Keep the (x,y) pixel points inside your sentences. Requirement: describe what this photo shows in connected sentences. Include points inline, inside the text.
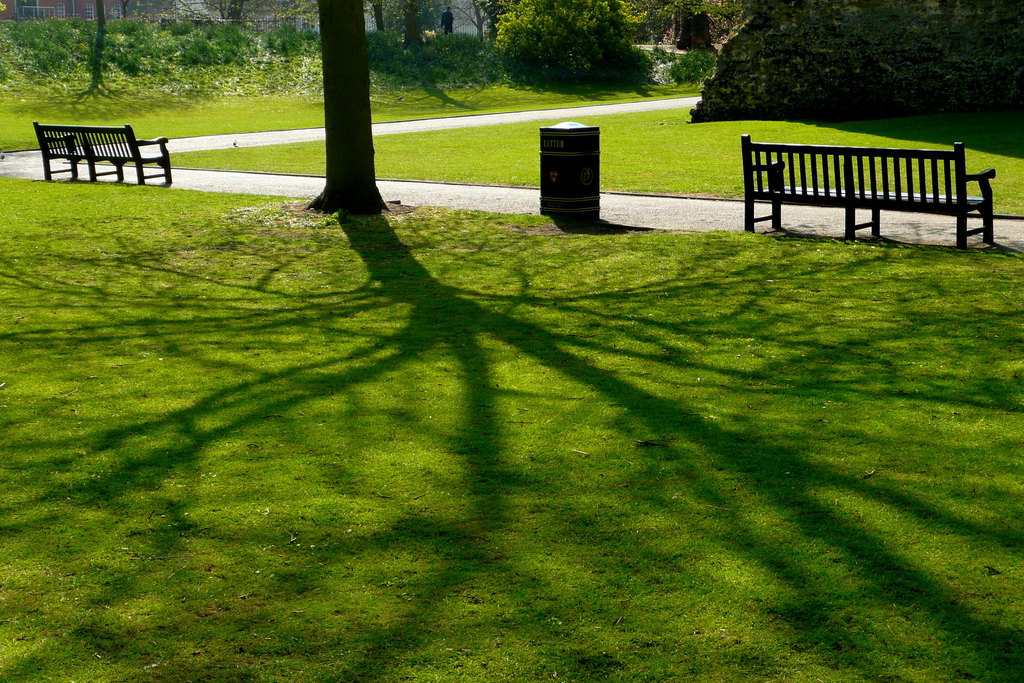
We can see grass (634,150), benches (878,203), bin (597,150) and tree trunk (321,203). In the background (589,48) we can see plants (536,48), trees (579,54) and person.
